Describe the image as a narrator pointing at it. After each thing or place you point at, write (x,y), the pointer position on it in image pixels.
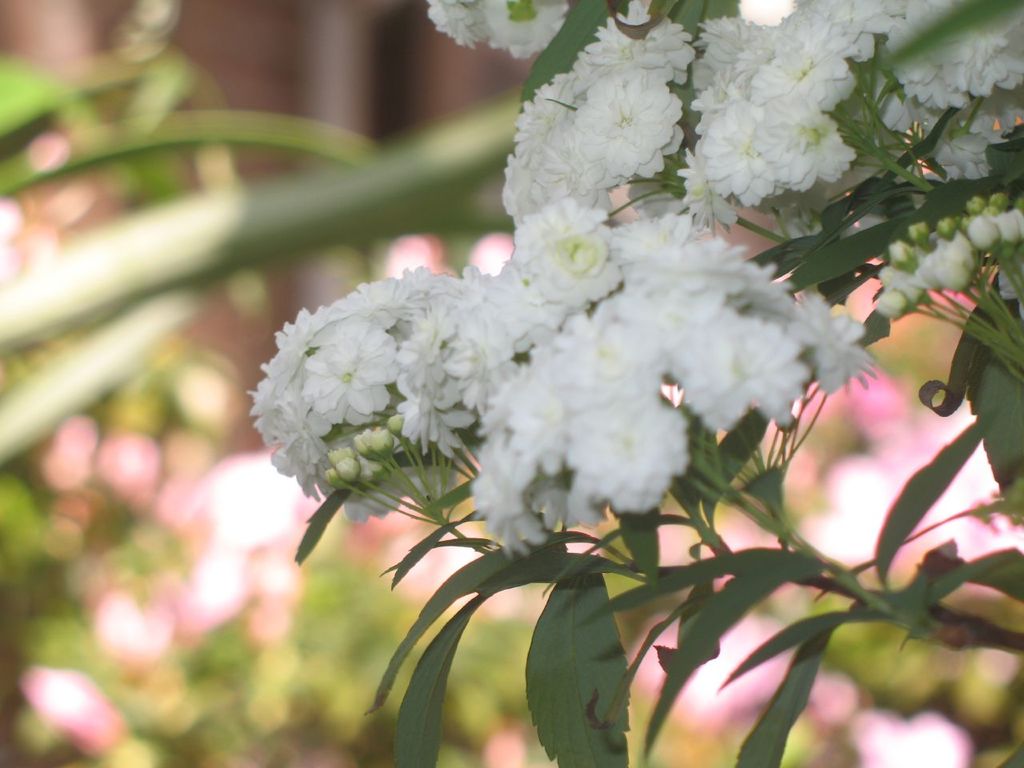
In this image there are small white color flowers (603,353) to the plant (626,326). In the background (258,613) there are plants (270,613) with different color flowers (213,592).
